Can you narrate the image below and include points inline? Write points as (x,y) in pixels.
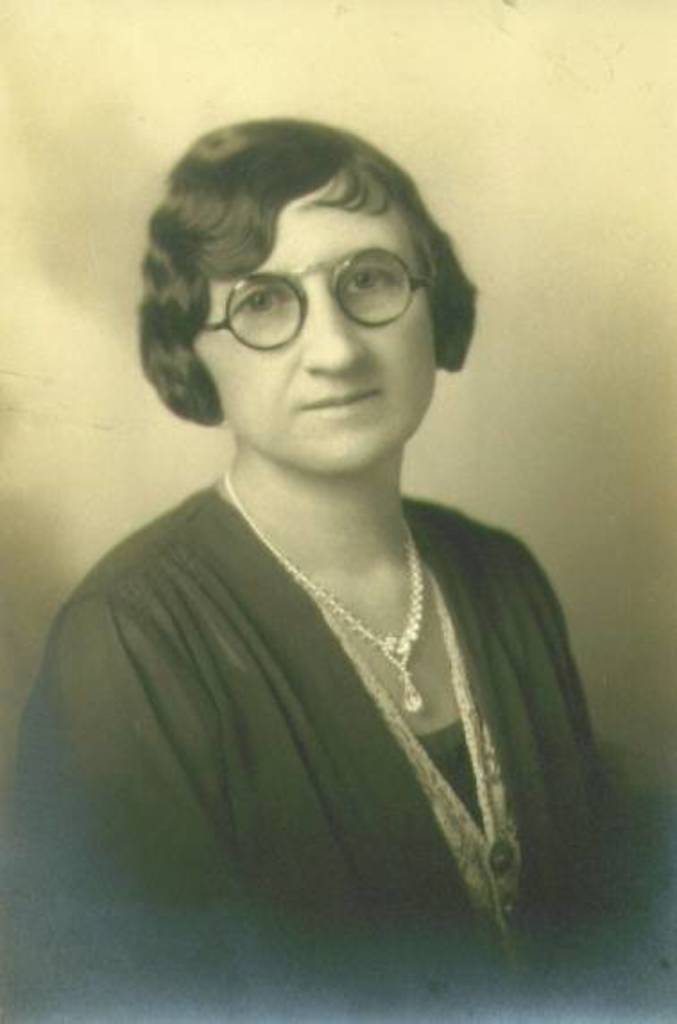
In this black and white picture there is a woman (329,837). The woman (301,577) is wearing a necklace (405,641) and spectacles (244,318). Behind her there is the wall (388,104).
